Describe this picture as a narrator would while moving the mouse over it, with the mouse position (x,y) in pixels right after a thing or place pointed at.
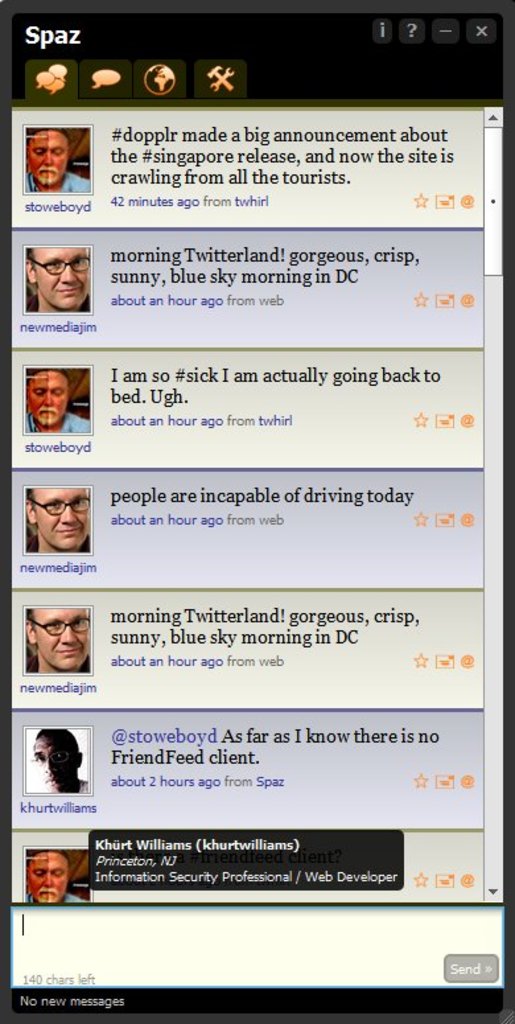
In this image there is an object (255,879), it seems to be a digital screen (170,765) with a few images (46,410) of human (79,543) and there is a text (148,135) on it.
